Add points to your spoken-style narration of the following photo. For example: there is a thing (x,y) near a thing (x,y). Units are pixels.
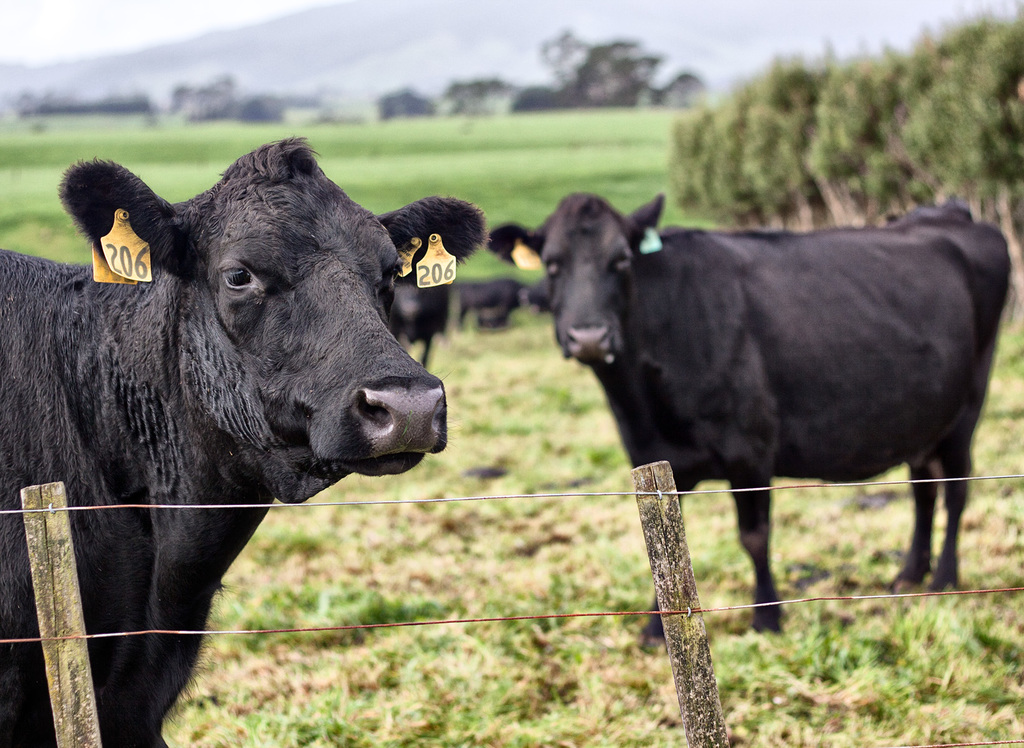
In this image, we can see cows (632,368) with some tags (118,281) on ears (457,257). At the bottom (71,683), we can see wooden poles (71,699). Background (565,129) there is a blur view. Here we can see grass (506,393), trees (919,189) and few cows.
